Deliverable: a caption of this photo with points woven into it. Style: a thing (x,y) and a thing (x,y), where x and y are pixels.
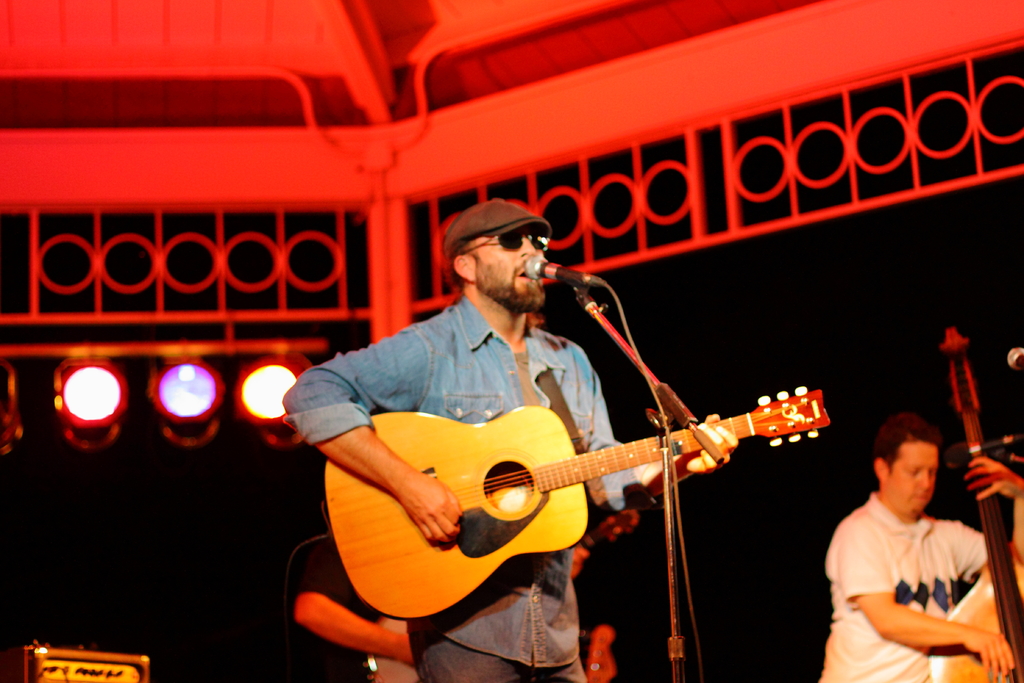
This person (544,295) standing and holding guitar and singing and wear cap (496,222). This person (918,416) holding musical instrument (958,604). On the background (96,362) we can see focusing lights (83,370). There microphone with stand (605,316).
